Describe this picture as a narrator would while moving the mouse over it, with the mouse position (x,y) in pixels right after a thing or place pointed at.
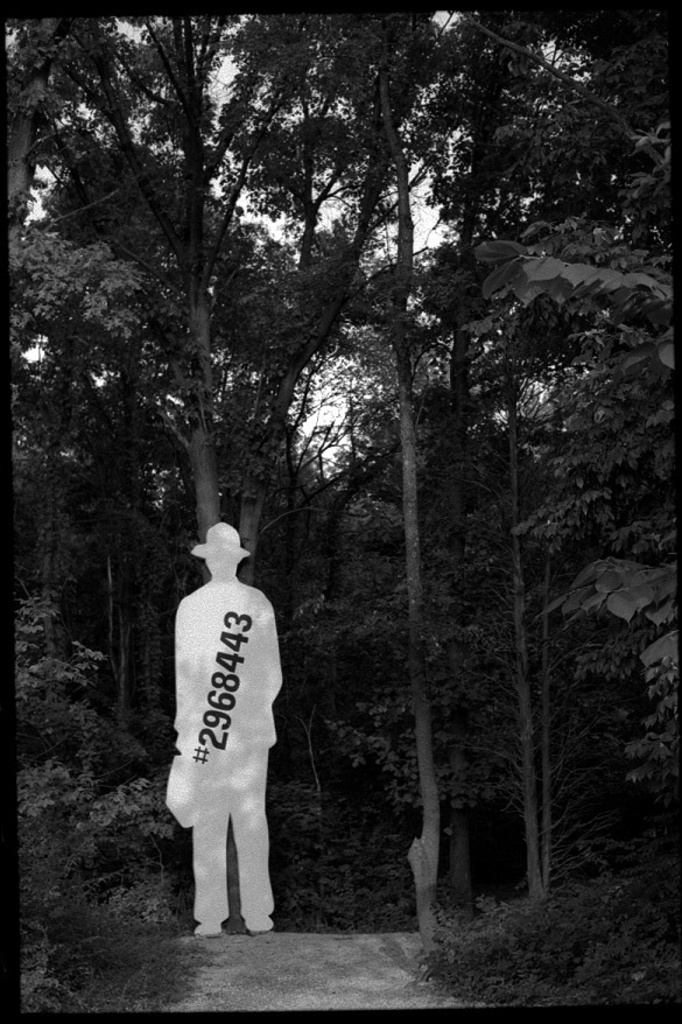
In this image there is the sky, there are trees (99,699), there is an object (232,648) that looks like a person (227,680), there is number (220,747) on the object (232,689), there are plants (100,926) towards the bottom of the image (117,919).
